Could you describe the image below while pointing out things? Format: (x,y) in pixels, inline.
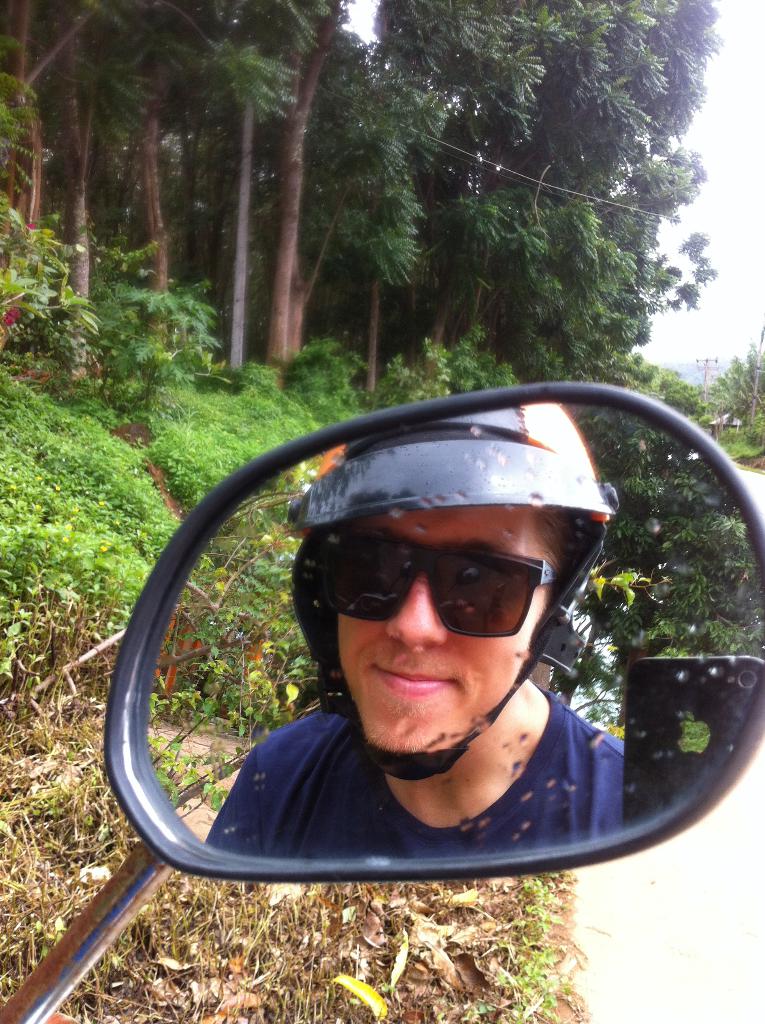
In the center of the image (418,423) we can see a mirror (341,676). In mirror (360,583) we can see a person (481,737) is wearing goggles (416,569), helmet (446,762) and also we can see a mobile (638,707). In the background of the image (400,382) we can see the trees (200,219), plants (180,480), dry leaves (371,923). On the right side of the image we can see the poles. At the bottom of the image (659,911) we can see the ground (661,1009). At the top of the image (729,84) we can see the sky (723,74).
